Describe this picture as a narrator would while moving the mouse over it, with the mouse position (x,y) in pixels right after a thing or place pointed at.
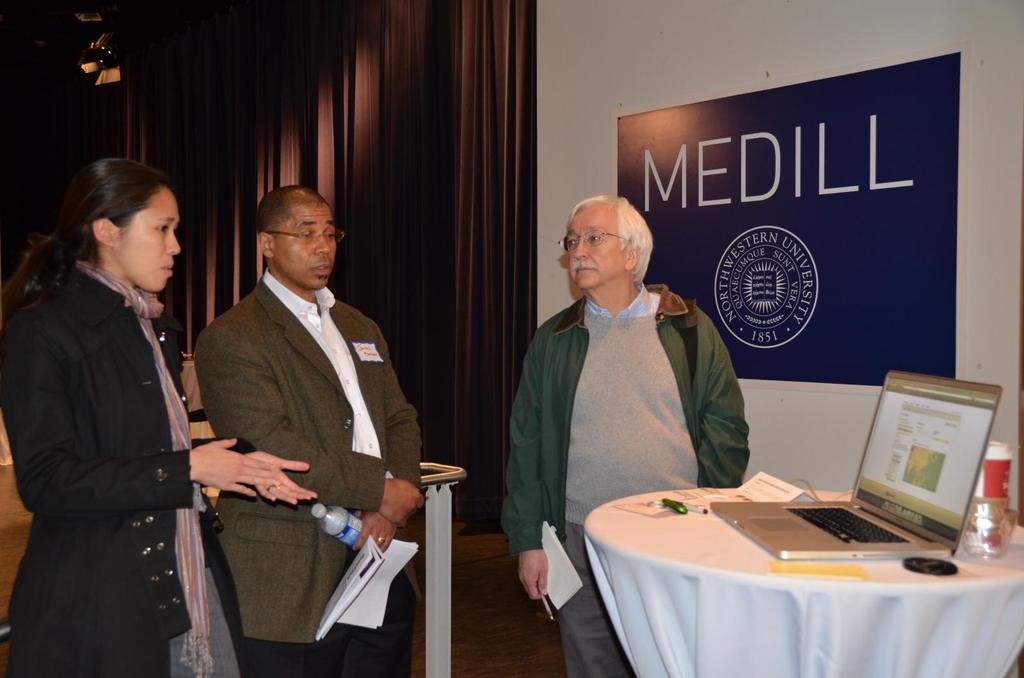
On the background (467,103) we can see curtains (438,93), light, a board (928,100) over a wall (980,96). here we can see three persons (231,539) standing in front of a table (608,608) and on the table (650,670) we can see laptop (891,518), glass (974,525), bottle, marker (690,509) and a paper (830,571). These both men (609,489) is holding papers (550,549) and This man (402,606) holding a bottle (350,534) in his hand (365,522). They both wear spectacle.
